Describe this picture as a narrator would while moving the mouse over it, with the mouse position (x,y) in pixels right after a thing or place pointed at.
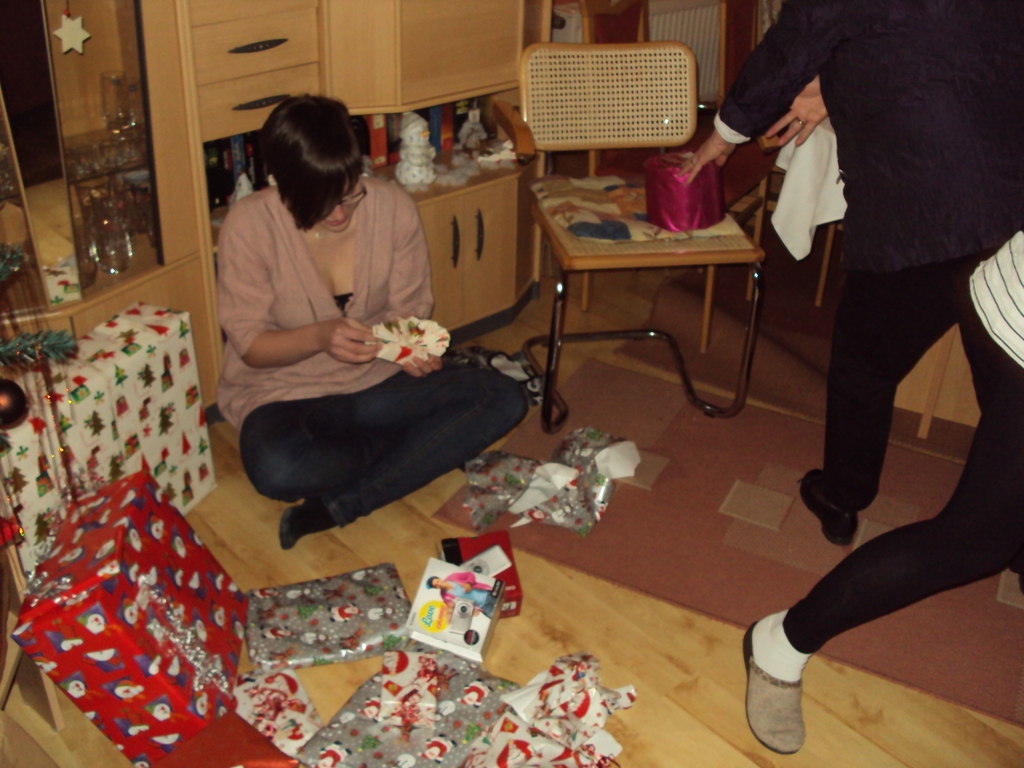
In this image there is a lady (365,412) sitting on a floor (537,408) and there are few objects (441,575) on the floor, beside her there is a chair (597,258) and two people (910,237) standing, in the background (130,206) there is a cabinet (90,114), in that cabinet (419,36) there are few items (437,146).
